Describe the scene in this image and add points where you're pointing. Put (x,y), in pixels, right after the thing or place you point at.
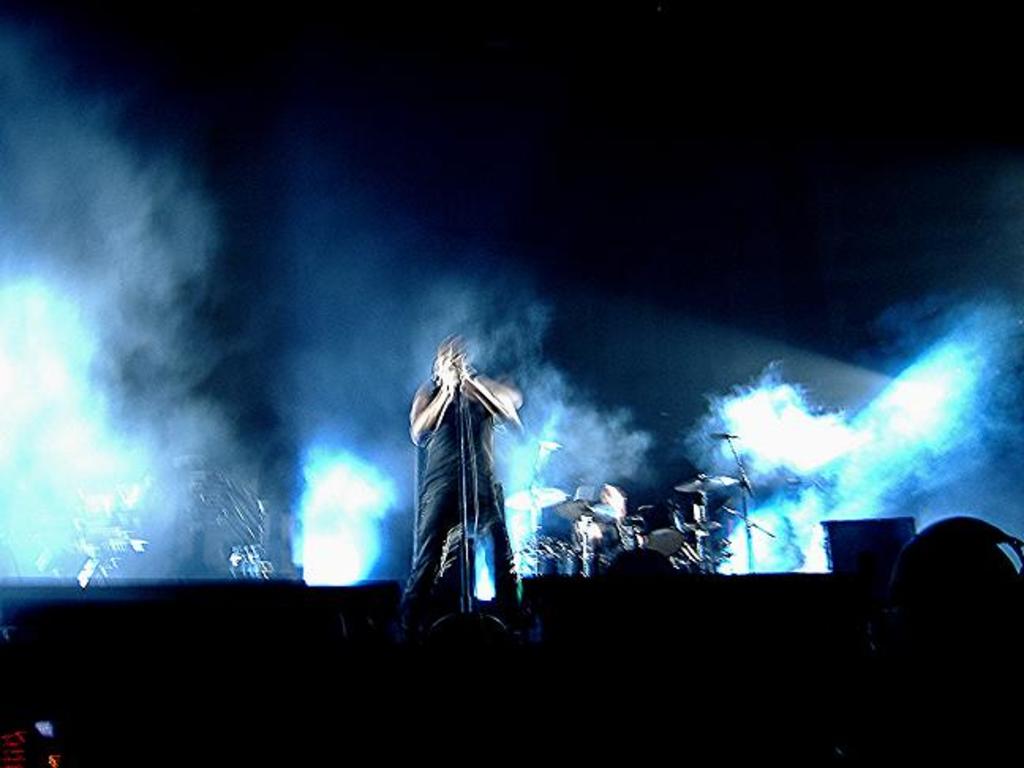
There is a person (492,387) in black color dress (501,521), standing and holding an object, on the stage (831,634) in front of a stand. In the background (730,488), there are drums (573,559), smoke (377,486) and lights (92,507). And the background (741,93) is dark in color.
